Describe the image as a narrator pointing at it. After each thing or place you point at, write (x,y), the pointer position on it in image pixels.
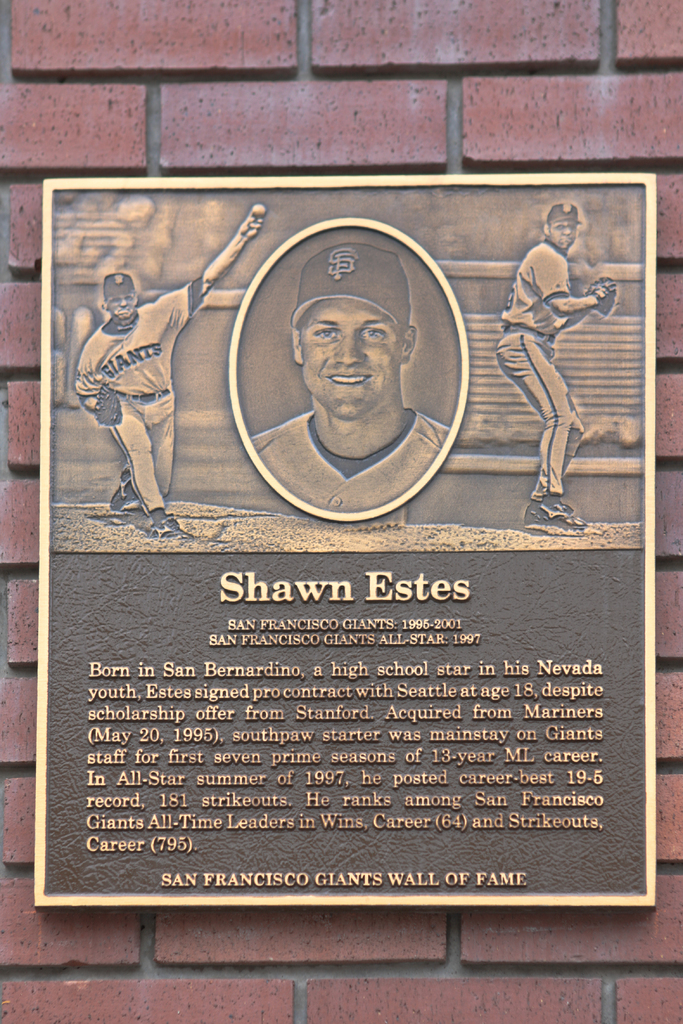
In this image I can see the board (273,531) to the brown color brick wall (291,138).
